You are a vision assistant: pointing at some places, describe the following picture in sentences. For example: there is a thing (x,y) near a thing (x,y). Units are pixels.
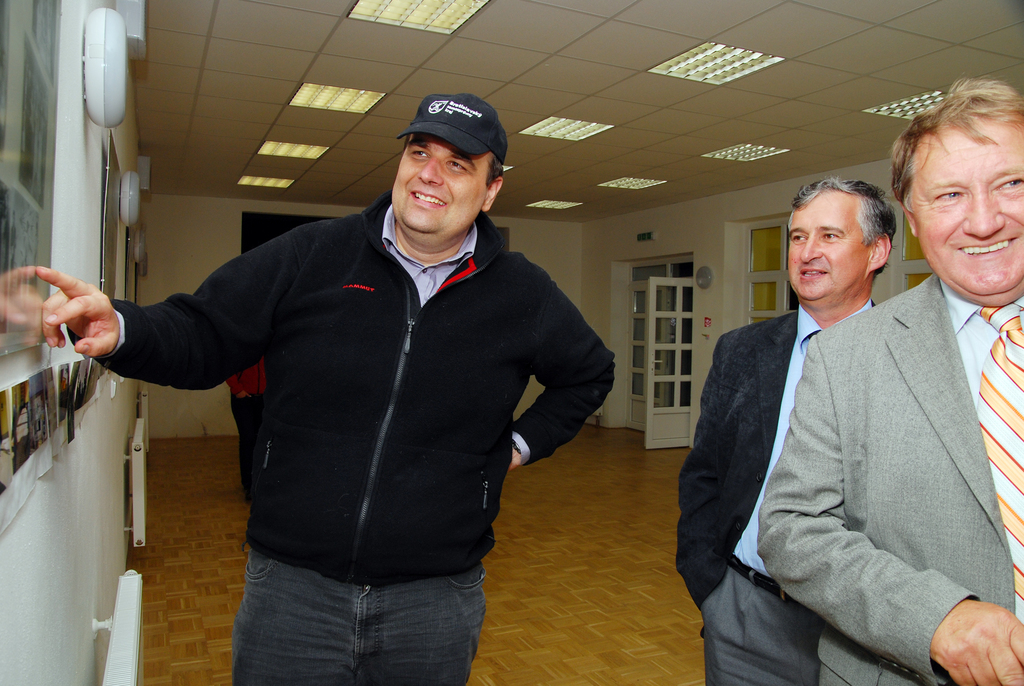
In the picture we can see three men (781,605) are standing two are in blazers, ties (1012,500) and shirts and one man (248,333) is in black jacket (252,320) and cap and showing something on the wall (82,227) and behind him we can see a person (241,460) standing and besides we can see a door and some windows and to the ceiling (149,73) we can see the lights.
